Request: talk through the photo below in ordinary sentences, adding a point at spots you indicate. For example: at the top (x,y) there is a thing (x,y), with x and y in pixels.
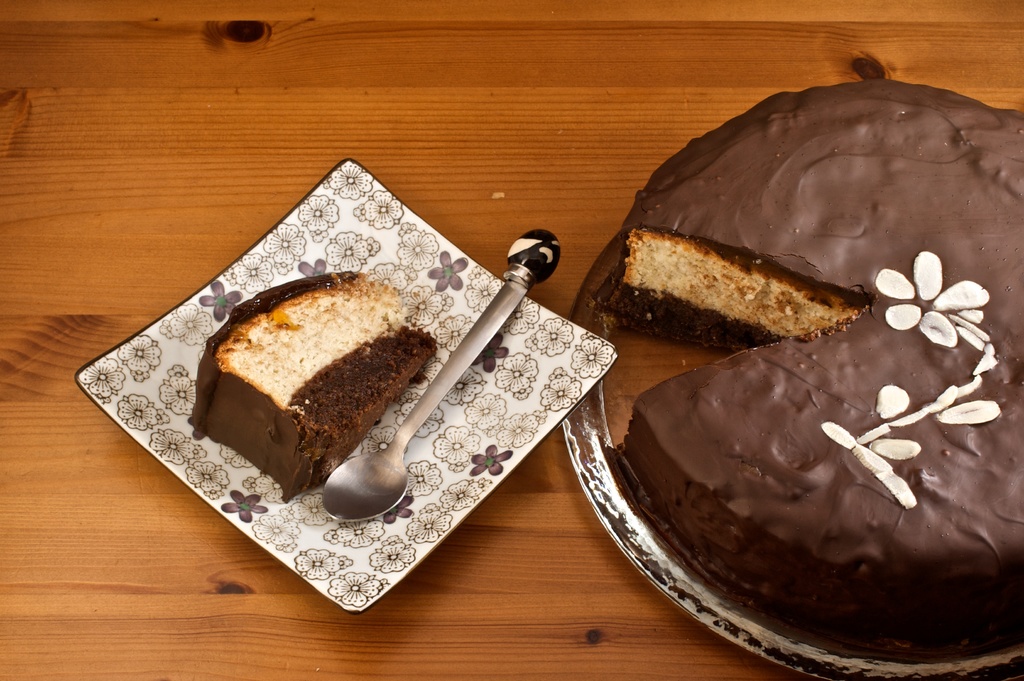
In this image we can see a plate (480,358) containing a piece of cake (326,353) and a spoon (490,320) which is placed on the wooden surface (302,142). On the right side of the image (987,287) we can see a cake (996,268) in a plate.
